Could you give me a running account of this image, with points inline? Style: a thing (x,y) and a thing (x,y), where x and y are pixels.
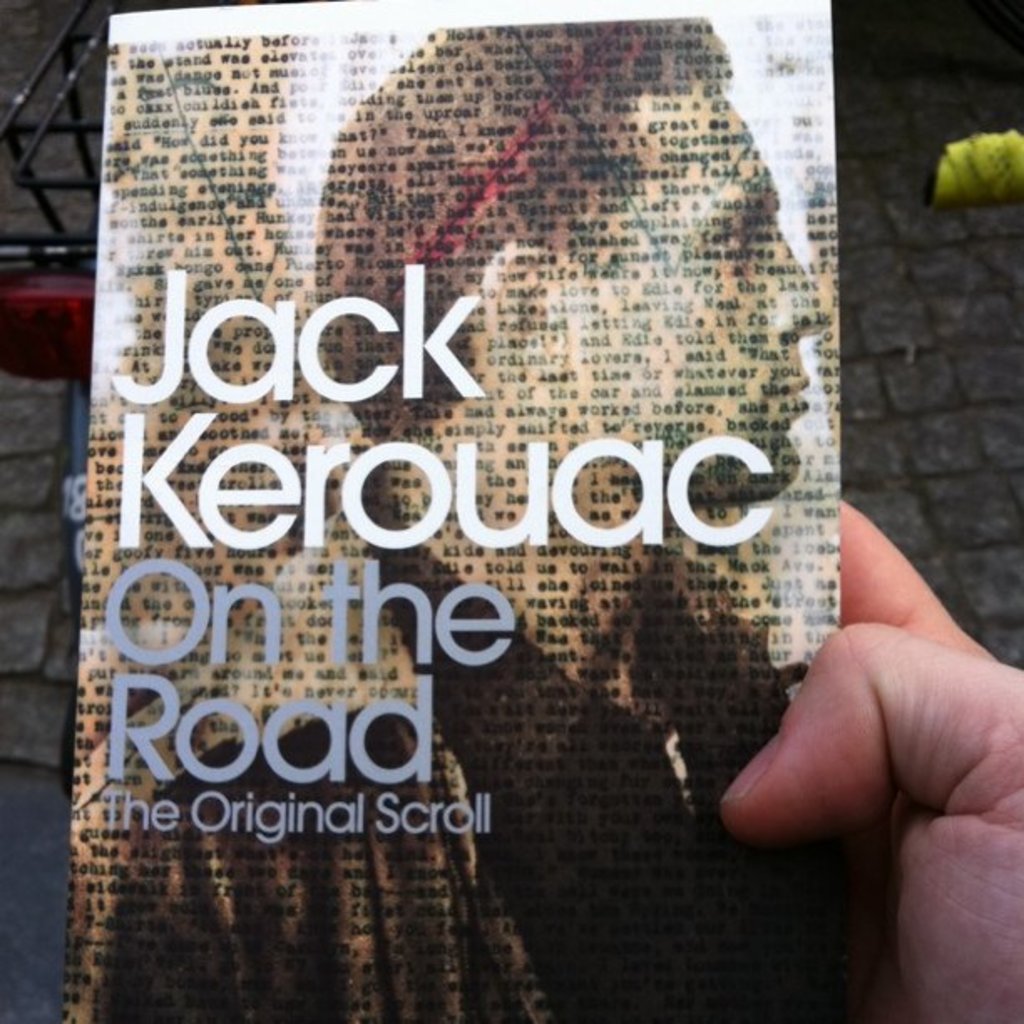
In this image there is a book (431,412) in the middle (459,476). On the right side (884,730) there is a hand (842,686) which is holding the book (402,558). On the book cover (490,388) there is a man (420,416).
